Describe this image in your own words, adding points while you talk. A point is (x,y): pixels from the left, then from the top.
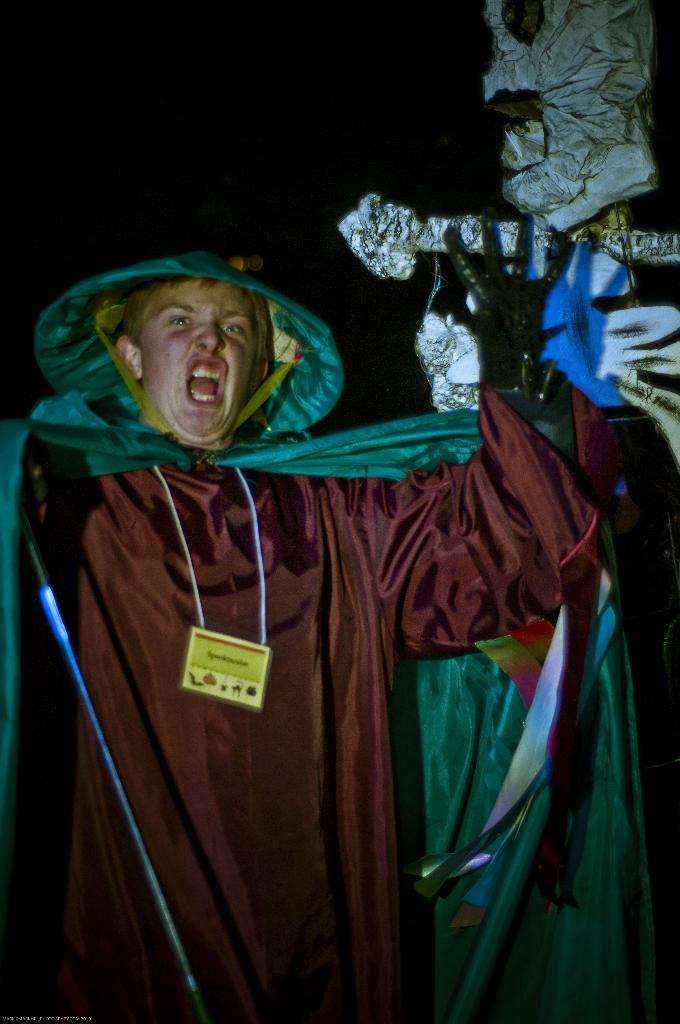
There is a person (182,659) wearing a costume (143,705) and a tag (192,636). On the right side (586,139) there is a statue (659,249). In the background (233,233) it is dark.
